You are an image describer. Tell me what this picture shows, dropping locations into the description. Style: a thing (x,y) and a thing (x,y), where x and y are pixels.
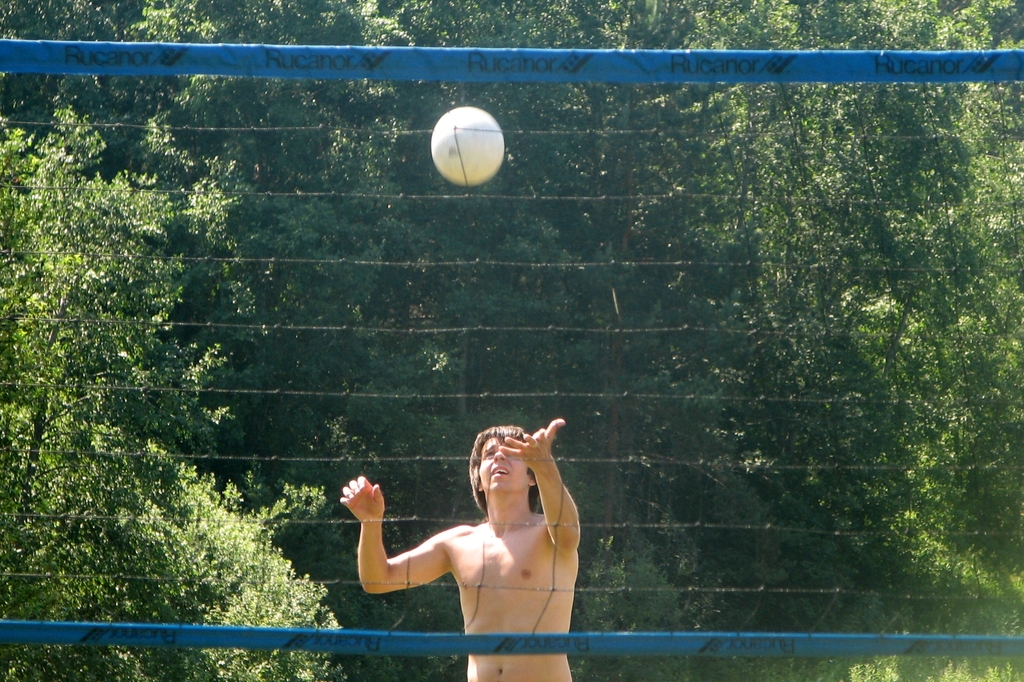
In this image we can see a sports netball (481,148), person (478,592) standing on the ground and trees (424,442).
